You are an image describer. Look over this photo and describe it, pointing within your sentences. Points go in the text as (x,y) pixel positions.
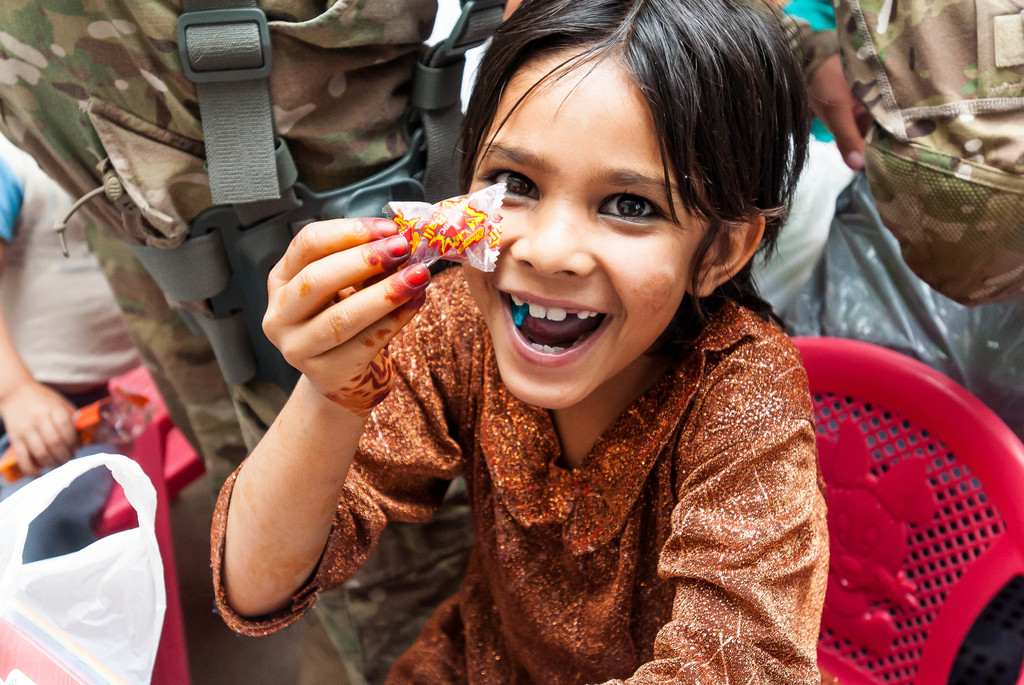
In the foreground of this image (593,368), there is a girl (469,271) holding a chocolate (462,255) is sitting on a red color chair (930,573). Around her, there are people (362,112) standing. On the left (26,307), there is a kid (30,372) sitting on a chair (157,409) holding an object (103,419). We can also see a cover (103,619) in the left bottom corner (27,671).
